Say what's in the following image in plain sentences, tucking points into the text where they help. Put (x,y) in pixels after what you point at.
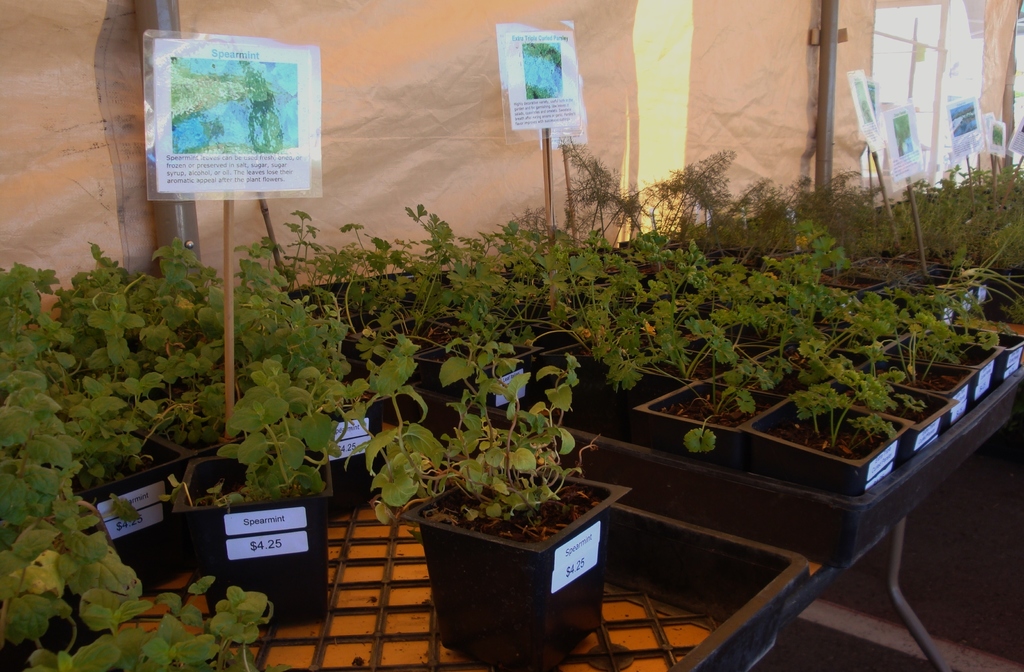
In this picture there is a green plants (472,420) in the black color pot (438,514), placed on the table (690,616). Behind there is a plastic cover curtain (470,110) and some blue and white color paper posters (198,127) on the stick (232,295).
